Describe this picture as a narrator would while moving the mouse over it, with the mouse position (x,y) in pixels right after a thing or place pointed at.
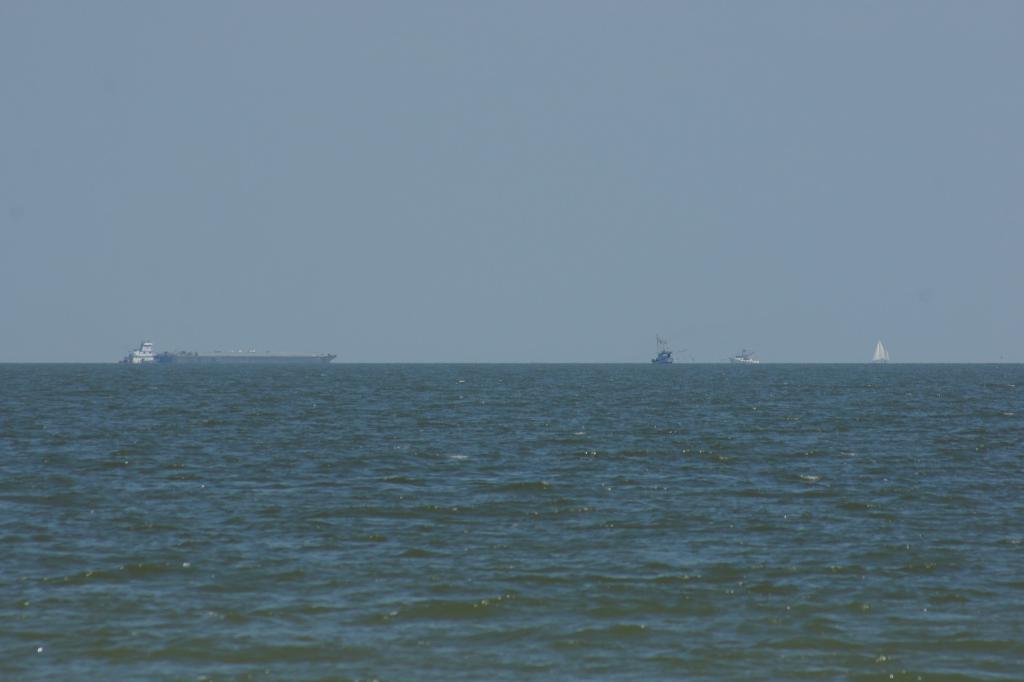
In the image we can see there is an ocean (480,370) and behind there are ships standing on the water (952,494). There is clear sky (408,120) on the top (148,71).
